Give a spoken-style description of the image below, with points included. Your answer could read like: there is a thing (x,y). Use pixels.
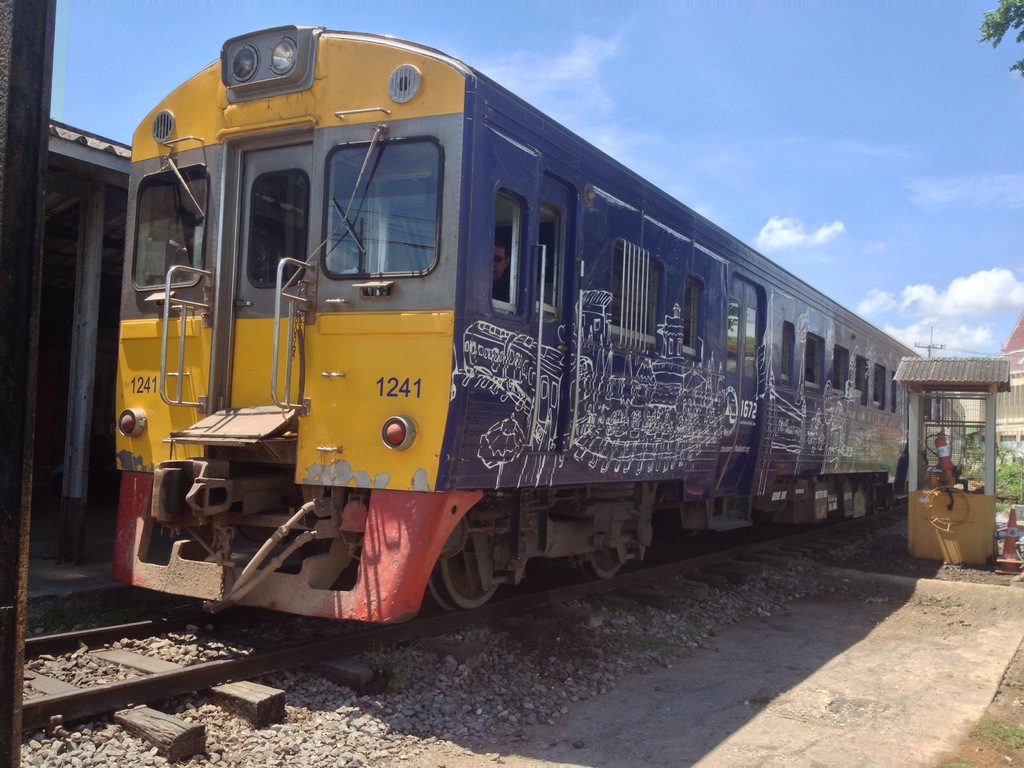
In the center of the image (531,395) we can see train (261,442) on the railway track (95,636). In the background (1001,350) we can see buildings (109,196), sky (862,277) and clouds (874,307).
